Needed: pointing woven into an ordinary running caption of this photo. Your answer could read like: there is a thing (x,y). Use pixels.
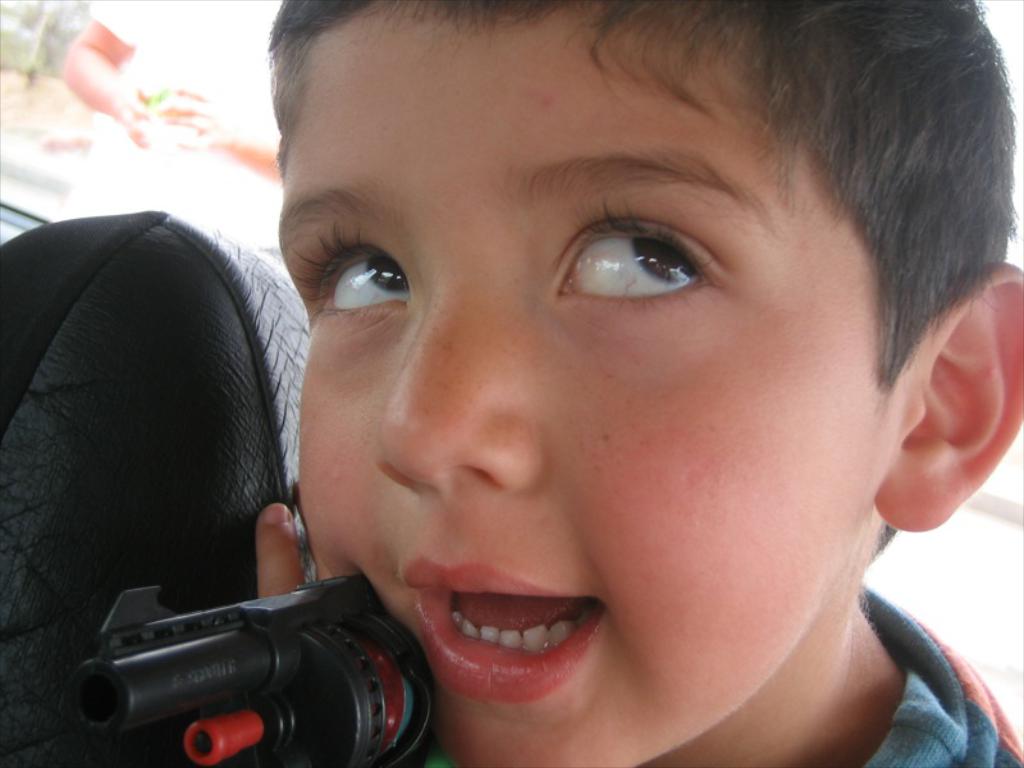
This picture looks like a boy (609,437) seated in the vehicle (118,578) and he is holding a toy gun (162,688) in his hand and from the vehicle glass (134,147) I can see a human (106,89) and few trees (53,43).
